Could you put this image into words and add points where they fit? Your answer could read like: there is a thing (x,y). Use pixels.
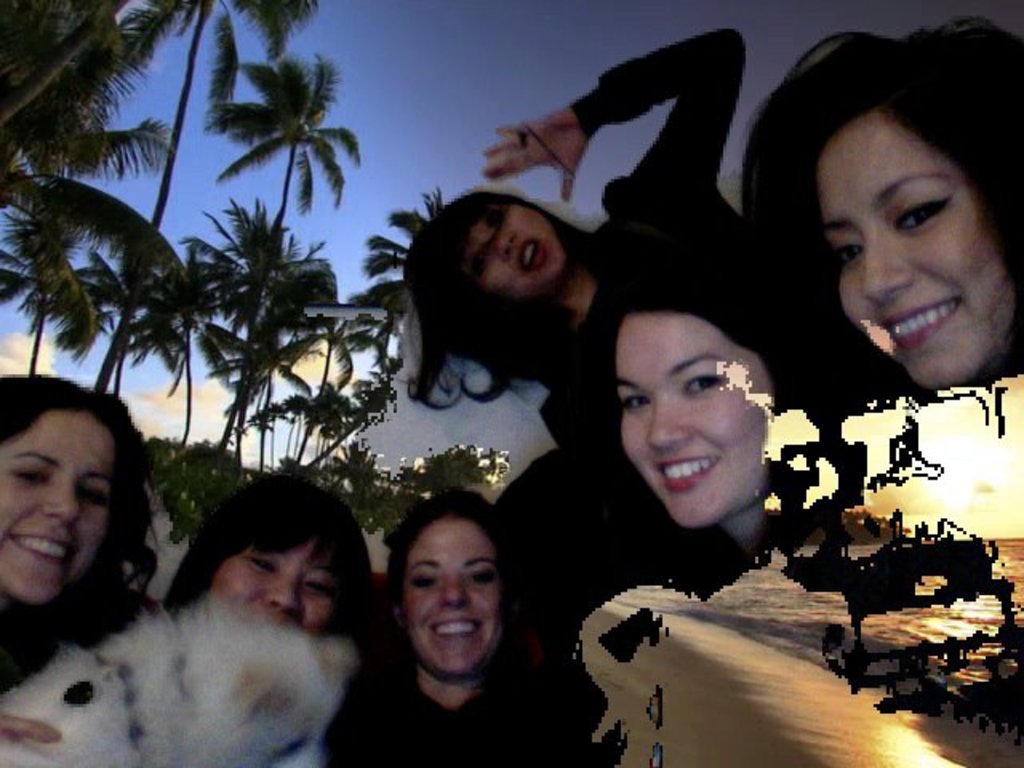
This is an edited image. I can see a group of people (459,588) smiling. At the bottom right side of the image (793,611), I can see water (809,611). In the background (341,474), there are trees (372,482) and the sky (376,208).
